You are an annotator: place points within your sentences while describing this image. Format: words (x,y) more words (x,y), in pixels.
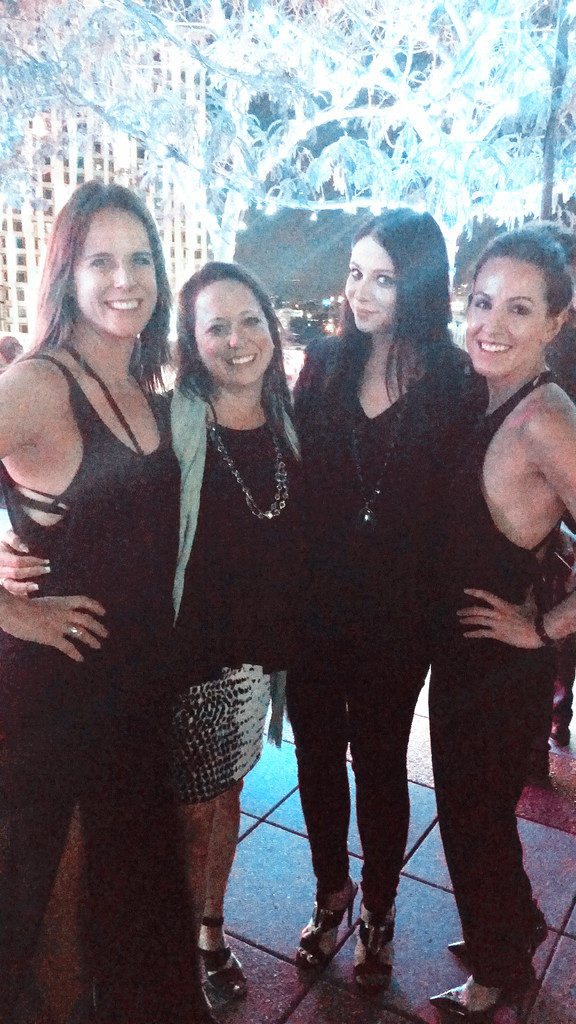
In this image I can see there are four woman (172,639) and they are smiling and they are standing on floor (309,865) wearing black color dress (378,594) and in the background (216,128) I can see building (128,163) and trees (189,178) and lighting (429,104) visible on tree (295,122).
